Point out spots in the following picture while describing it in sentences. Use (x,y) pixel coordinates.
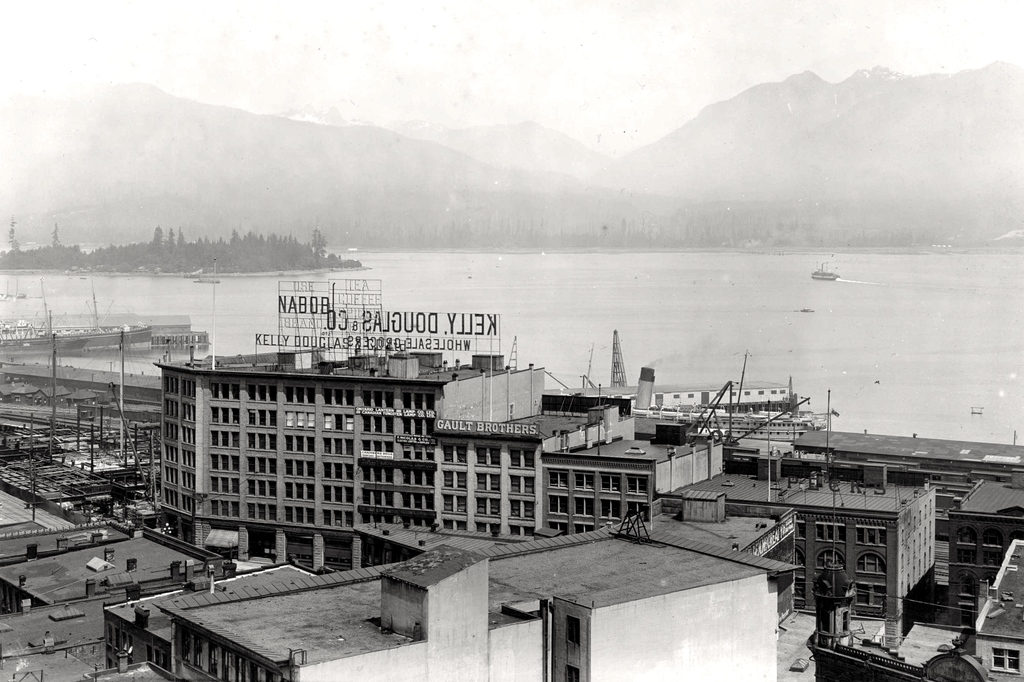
In the image we can see there are lot of buildings (398,490) and there is a ship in the river (513,283). Behind there are hills (323,197) and the image is in black and white colour.
